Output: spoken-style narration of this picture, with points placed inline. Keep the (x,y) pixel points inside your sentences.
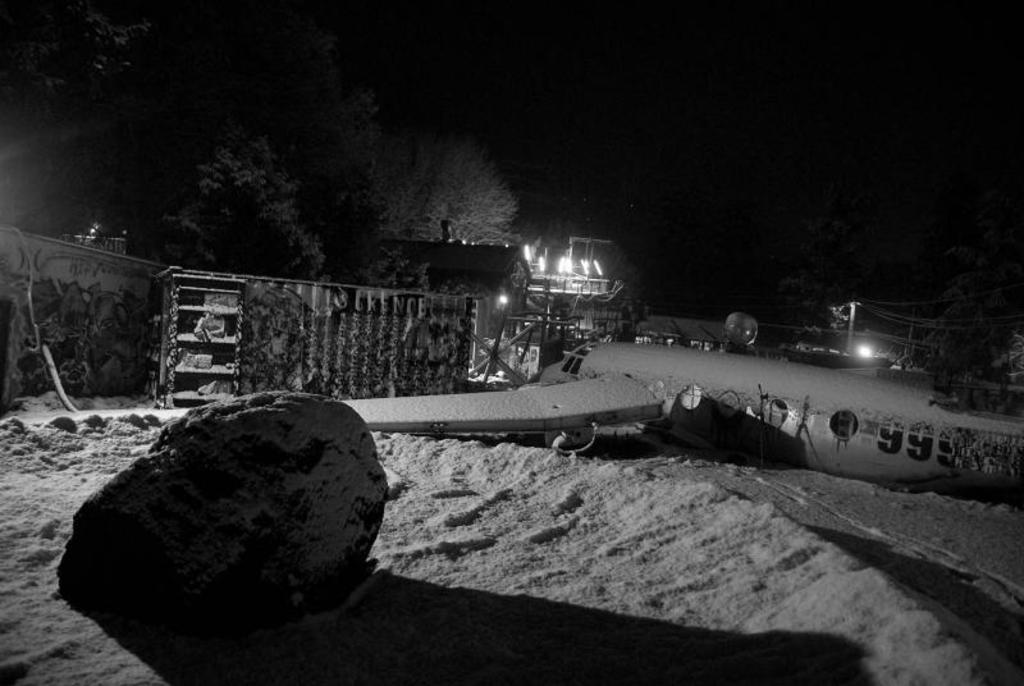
This image is in black and white where we can see rocks (136,510), wall (28,331), house (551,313), wires (806,328), poles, lights (507,247) trees (948,384) and the dark sky (638,114) in the background (713,131).
